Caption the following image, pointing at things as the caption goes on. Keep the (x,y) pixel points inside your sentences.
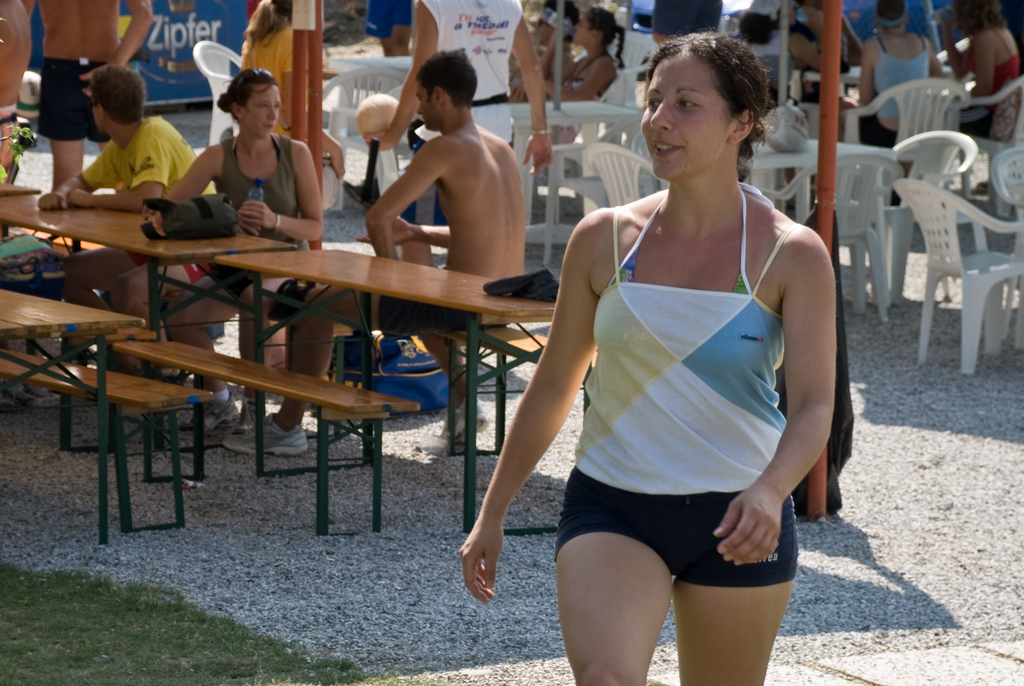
In this image I can see a person (706,290) walking. In the background (145,288) there are group of people (475,189) sitting in-front of the table (333,269). On the table (155,300) there are bags (230,211) and a person (281,192) holding a bottle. In the back (187,52) there is a blue banner (239,40).
